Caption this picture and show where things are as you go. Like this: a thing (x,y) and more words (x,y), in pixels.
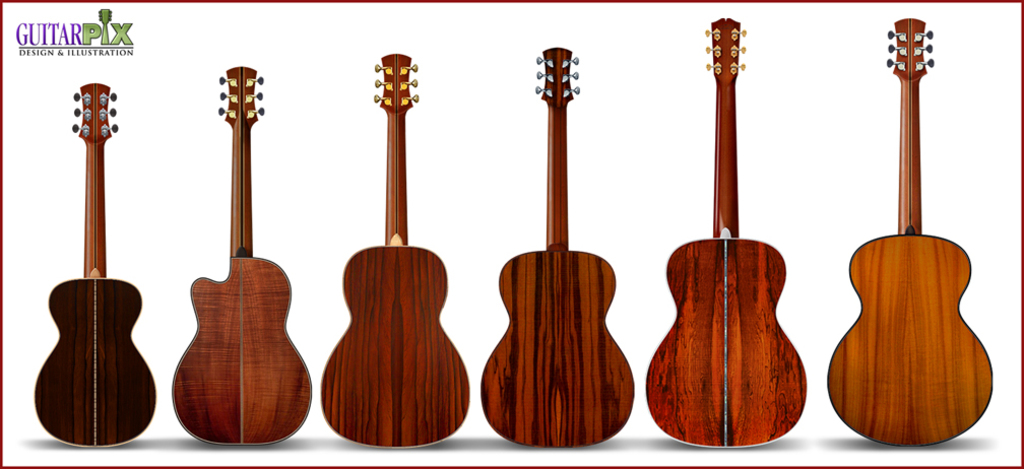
This image consists of guitars (882,318) made up of wood (67,284). To the top left (102,41), there is a text (85,47).
